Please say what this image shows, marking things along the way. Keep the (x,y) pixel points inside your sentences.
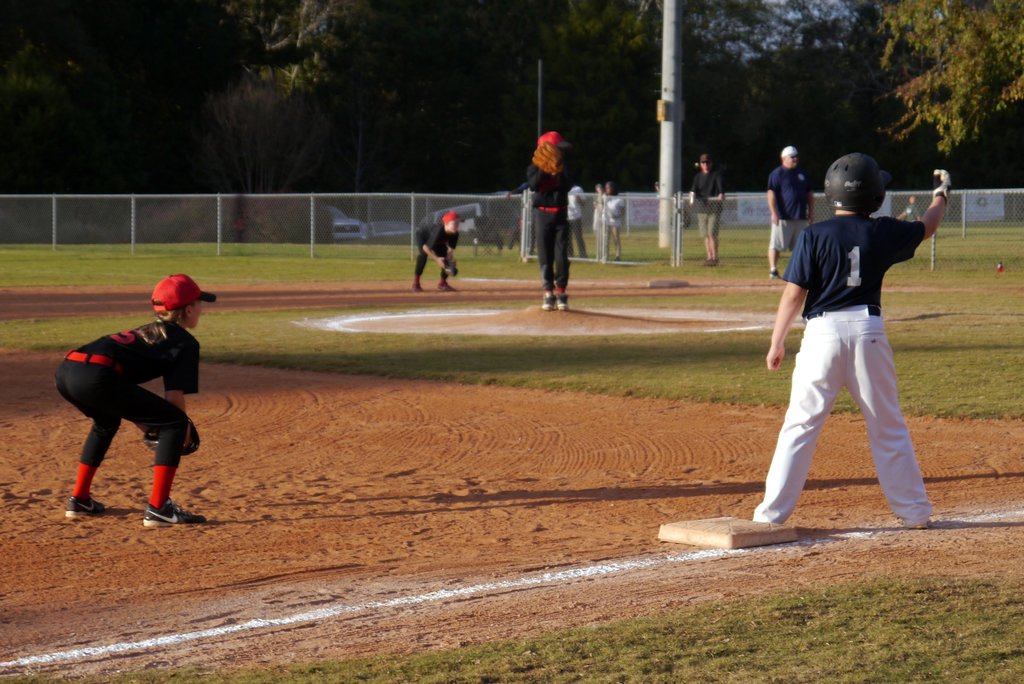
In this image, we can see few people (777,191). Few are playing a game on the ground (701,403). Here we can see an object (729,532). Background (1003,229) we can see mesh (737,245), pole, trees (961,179), vehicles (461,226), rods (588,260) and banners (998,214).
